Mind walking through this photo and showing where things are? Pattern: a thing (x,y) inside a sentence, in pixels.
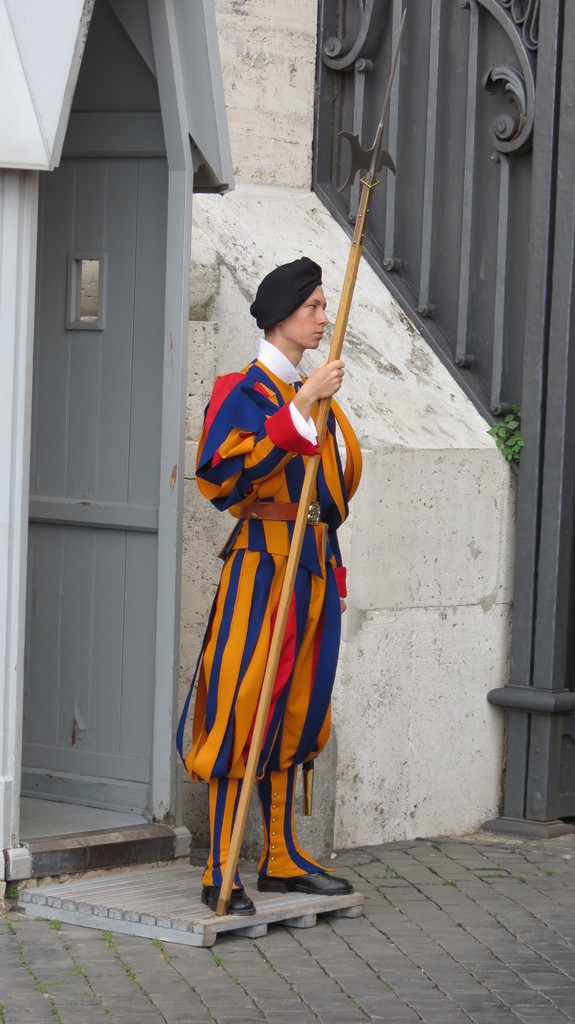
In this image in front (230,867) there is a person (244,554) holding the stick (253,766). behind him there is a door (99,588). At the bottom of the image (239,980) there is a pavement (337,975). On the right side of the image (552,537) there is a gate (510,668).
